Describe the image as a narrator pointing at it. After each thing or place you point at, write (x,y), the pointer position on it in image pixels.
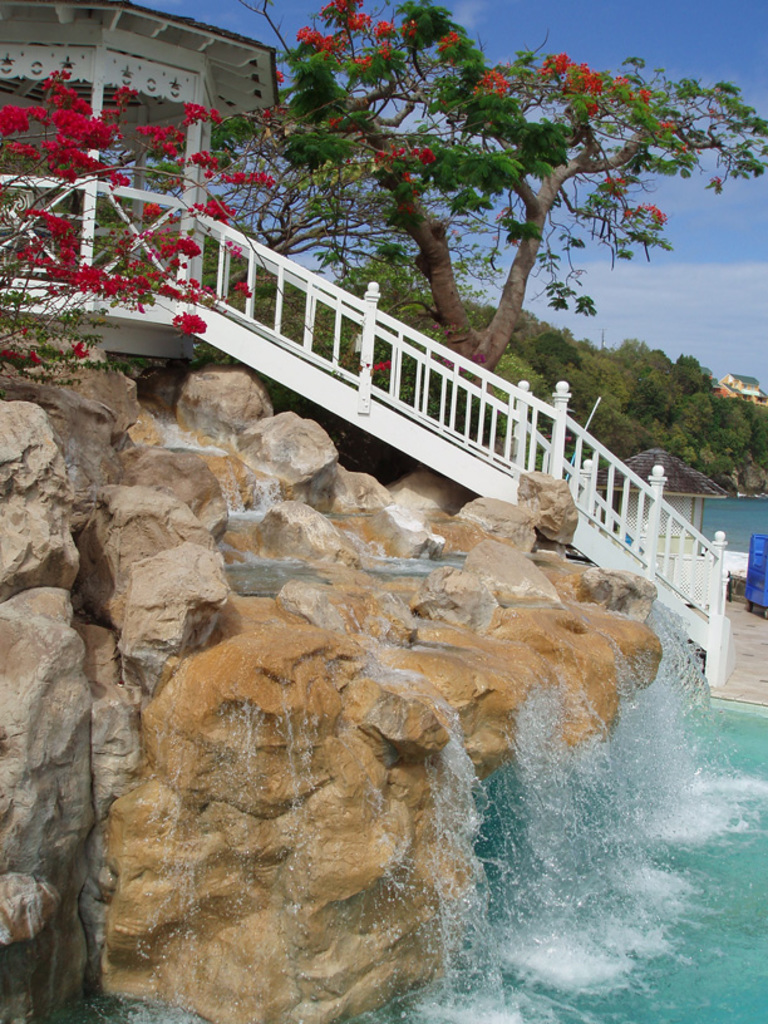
In this image I can see a white color fence (547,449), rocks (451,550), flowers (173,291) and water (620,911). In the background (706,253) I can see trees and the sky (683,253).
